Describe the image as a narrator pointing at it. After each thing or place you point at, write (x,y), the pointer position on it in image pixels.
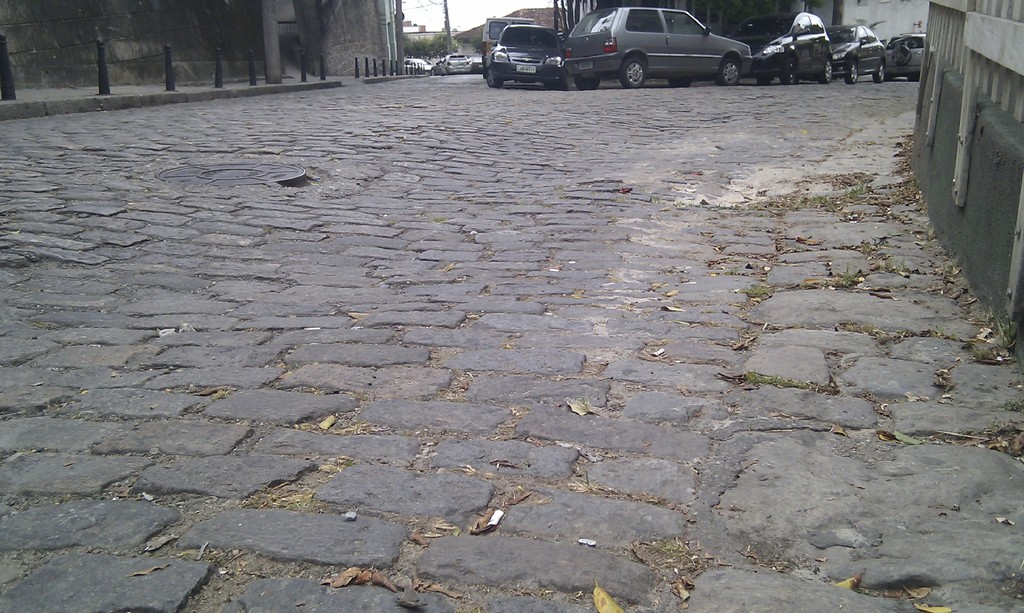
In this image we can see a group of vehicles (495,74) and the lid of a manhole (223,177) on the ground (513,362). We can also see a fence (989,204), some poles (220,69), a wall (210,59), trees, the buildings (475,41) and the sky (466,30).
